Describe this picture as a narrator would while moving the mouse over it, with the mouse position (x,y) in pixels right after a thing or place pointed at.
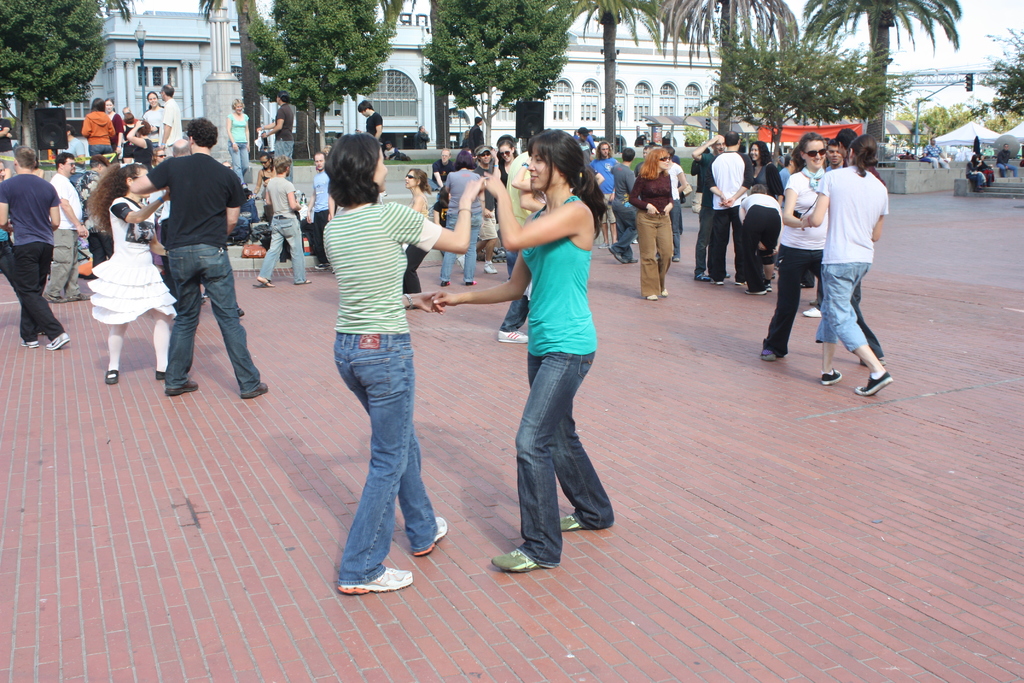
As we can see a brick surface (643,542) down here. The people (414,290) around are dancing some of them are sitting and some of them are standing. The women (542,302) here wearing blue shirt (553,313) and black gray pant (542,425). These both are dancing. There are many trees (510,47) around and a building (176,65) behind, light pole (136,41).
